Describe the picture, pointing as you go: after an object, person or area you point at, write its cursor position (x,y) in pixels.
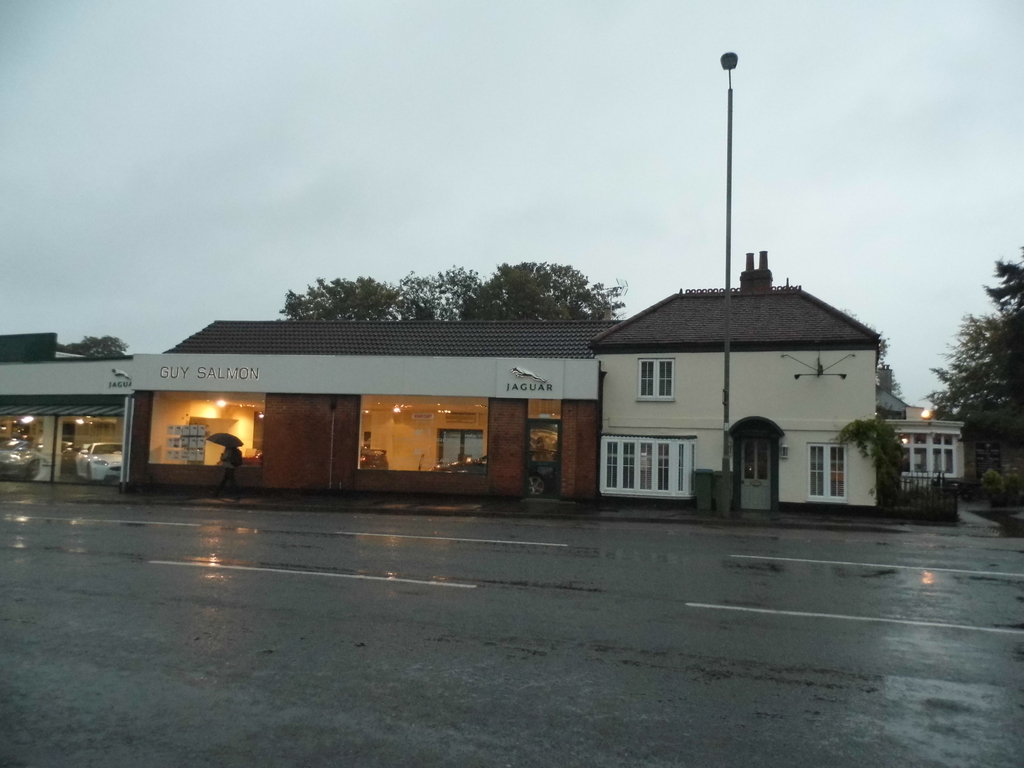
In this image in the middle (516,457) there is a house (614,408) in that there are some people (241,454), cars (116,447), lights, windows (388,443), glass (392,437) and text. On the right (724,427) there are trees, houseplants (995,482), street lights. At the bottom (728,610) there is road (494,634). At the top (395,138) there is sky (420,167).
